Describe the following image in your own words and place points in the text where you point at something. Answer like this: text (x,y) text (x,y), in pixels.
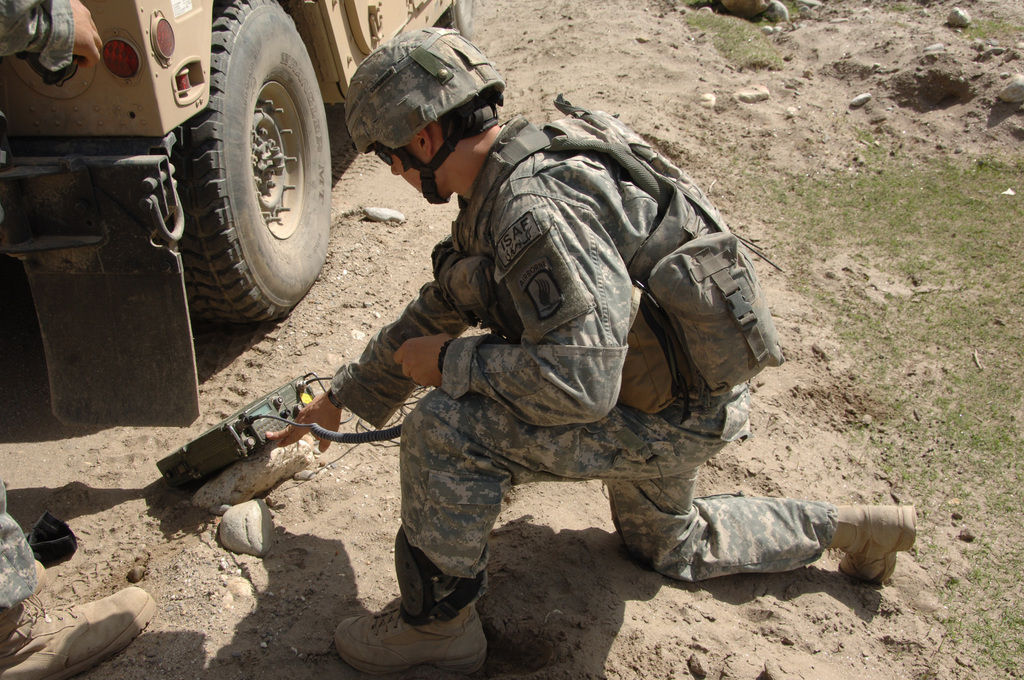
In this image we can see a person (586,324) wearing a uniform (580,195) and a helmet (468,90) is kneeling on the ground (594,546). On the left side of the image (128,225) we can see a vehicle (223,179) parked on the ground (161,548), a person (29,649) and a device (304,398) placed on the ground (135,528). On the right side of the image (903,220) we can see grass (917,220) and some rocks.
